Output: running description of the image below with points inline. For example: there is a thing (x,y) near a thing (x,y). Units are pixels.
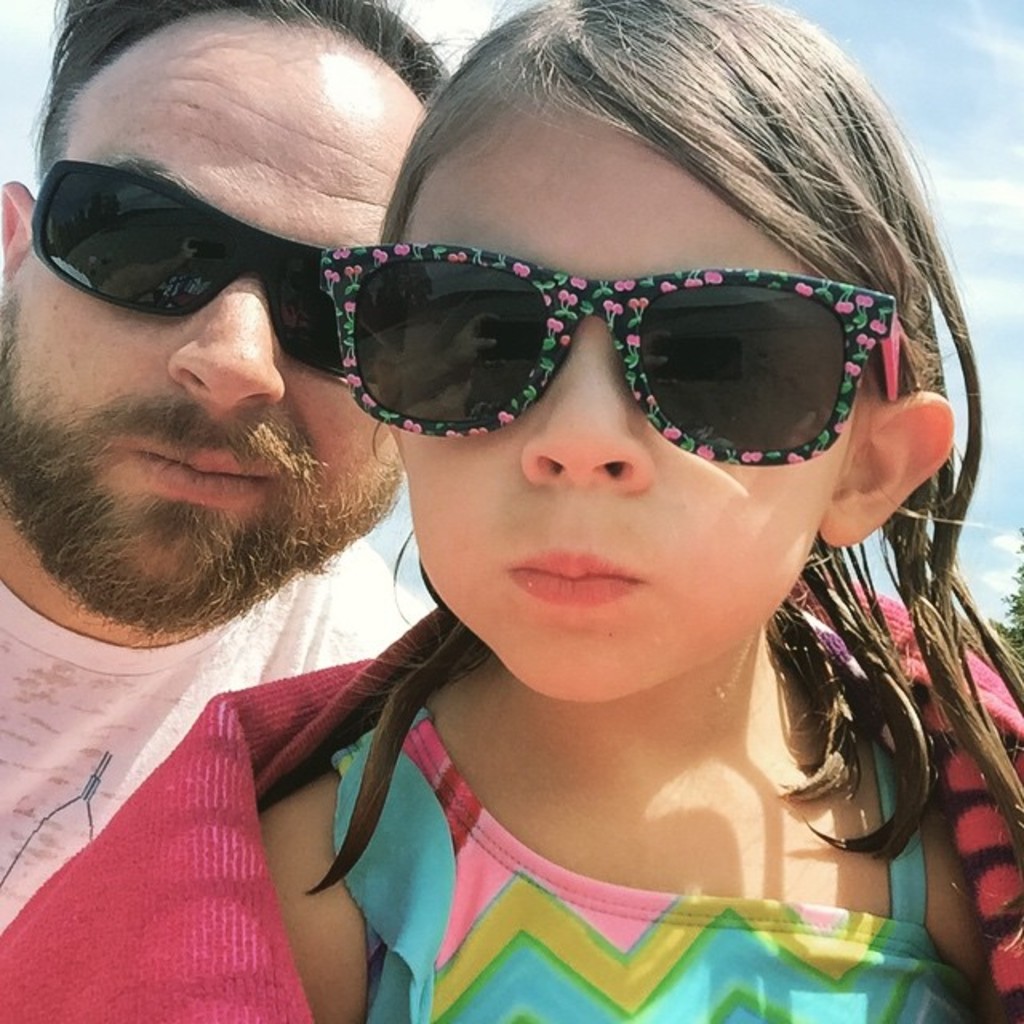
In this picture we can see small girl (360,886) wearing blue and pink color top (518,910) with black sunglasses (753,337) giving a look into the camera. Behind we can see a man (136,341) with black glasses (160,293) looking into the camera.
